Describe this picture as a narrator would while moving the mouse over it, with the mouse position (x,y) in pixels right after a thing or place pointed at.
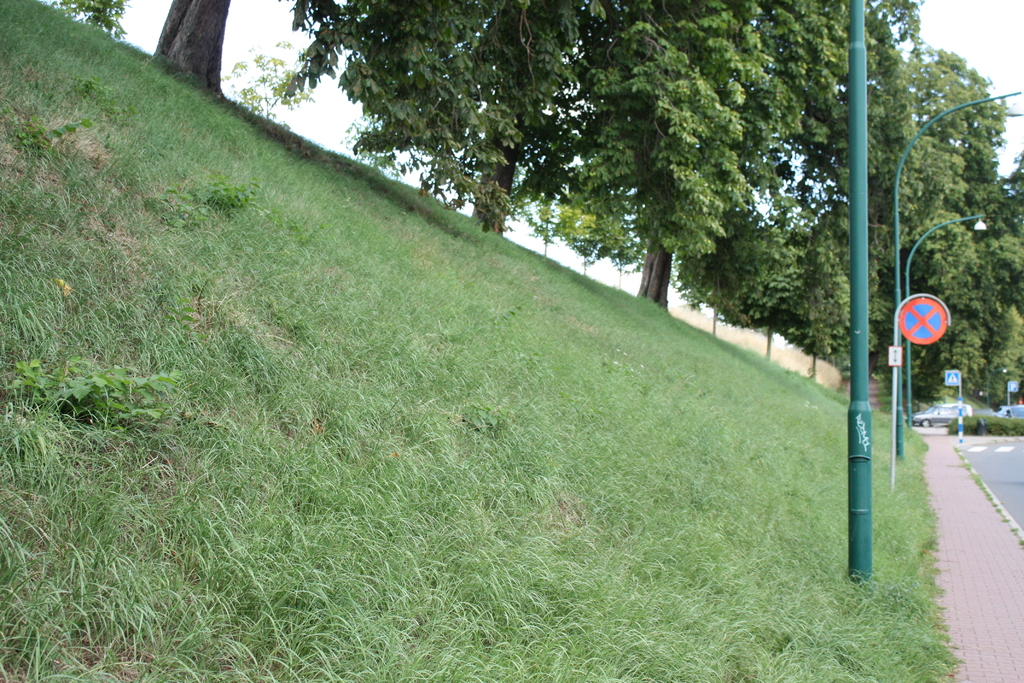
In this image there is a grassy land (467,440) on the left side of this image (331,461), and there is a road (1007,483) on the bottom right corner of this image (980,513), and there is a car (932,414) on the right side of this image (971,411). There are some poles (862,517) as we can see on the right side of this image (872,308). There are some trees (632,112) in the background (654,128).
